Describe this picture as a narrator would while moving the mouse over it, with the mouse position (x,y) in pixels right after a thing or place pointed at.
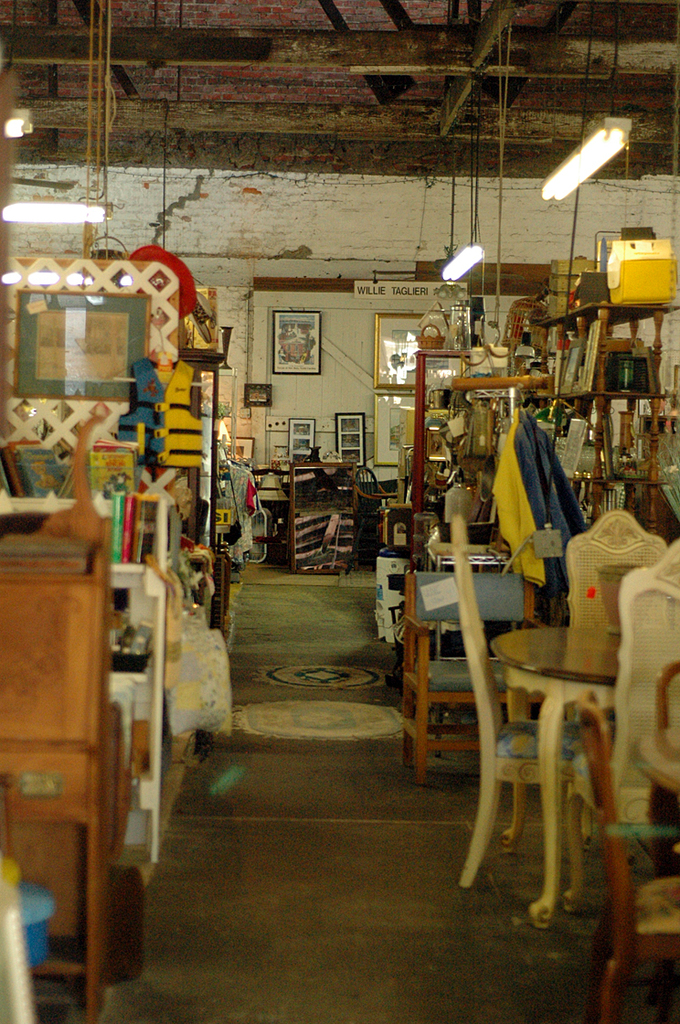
In this image we can see inside of a building (319,167). There are tables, chairs (655,693) and few other objects (401,488). In the background (256,362) there is a wall (252,372) with photo frames (300,371). Also we can see lights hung on the ceiling (438,128).
